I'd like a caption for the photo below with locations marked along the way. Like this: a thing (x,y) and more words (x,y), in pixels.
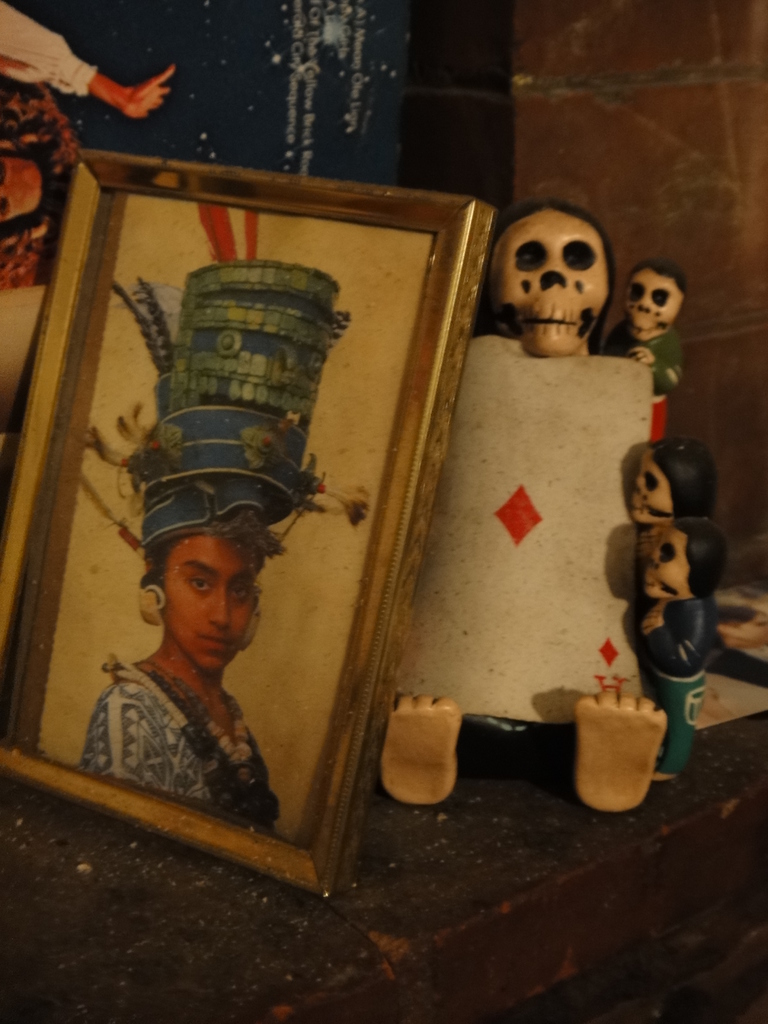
In this image we can see the photo frames (394,351) and some toys (629,561) which are placed on the surface (470,808).
